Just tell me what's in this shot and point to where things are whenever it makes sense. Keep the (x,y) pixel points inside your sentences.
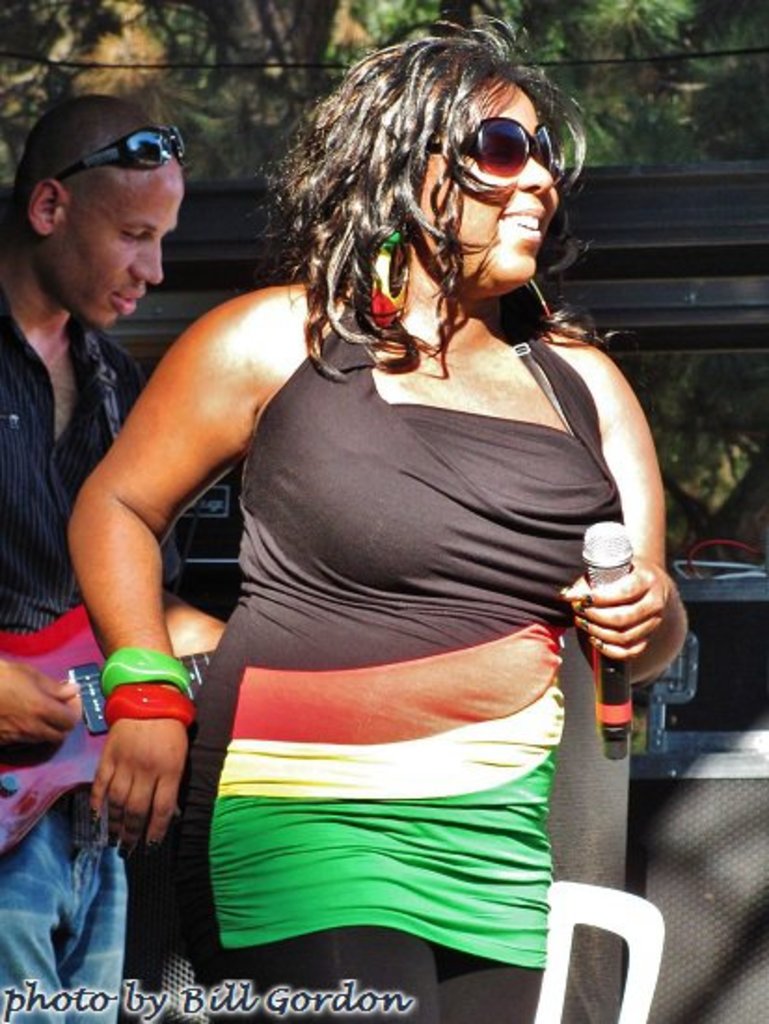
Here we can see a woman (363,504) and a man (94,983). He is playing guitar (40,791) and she is holding a mike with her hand (637,650). In the background (14,110) we can see trees (619,126).
